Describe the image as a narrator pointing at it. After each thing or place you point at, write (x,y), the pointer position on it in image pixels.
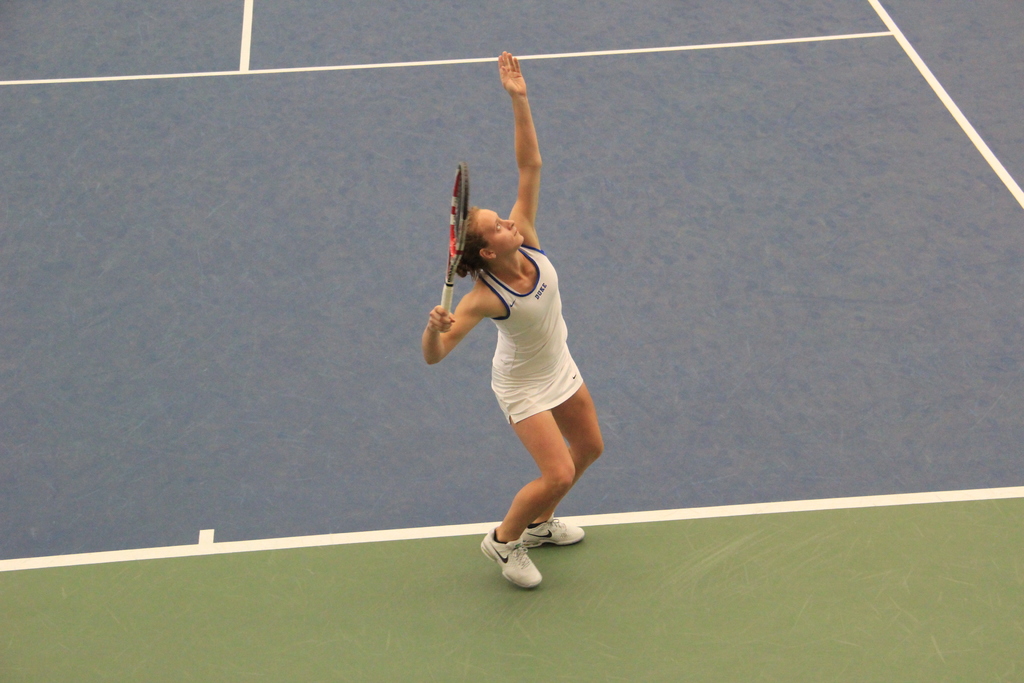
This picture is taken in the tennis ground (745,492), In the middle (532,454) there is a woman (559,489) standing and she is holding a racket (452,244) in the background (617,390) there is a floor (733,285) which is in blue color.
